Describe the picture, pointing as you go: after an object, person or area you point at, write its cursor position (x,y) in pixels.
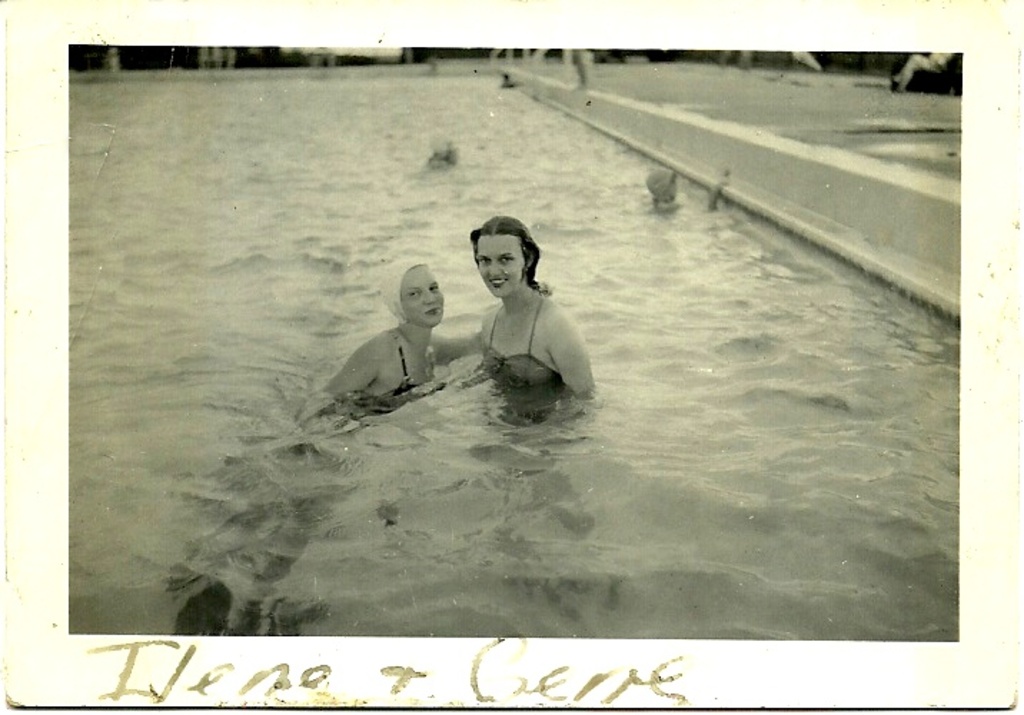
This is a black and white picture and in this picture we can see two women (524,267) in water (458,254) and smiling.
